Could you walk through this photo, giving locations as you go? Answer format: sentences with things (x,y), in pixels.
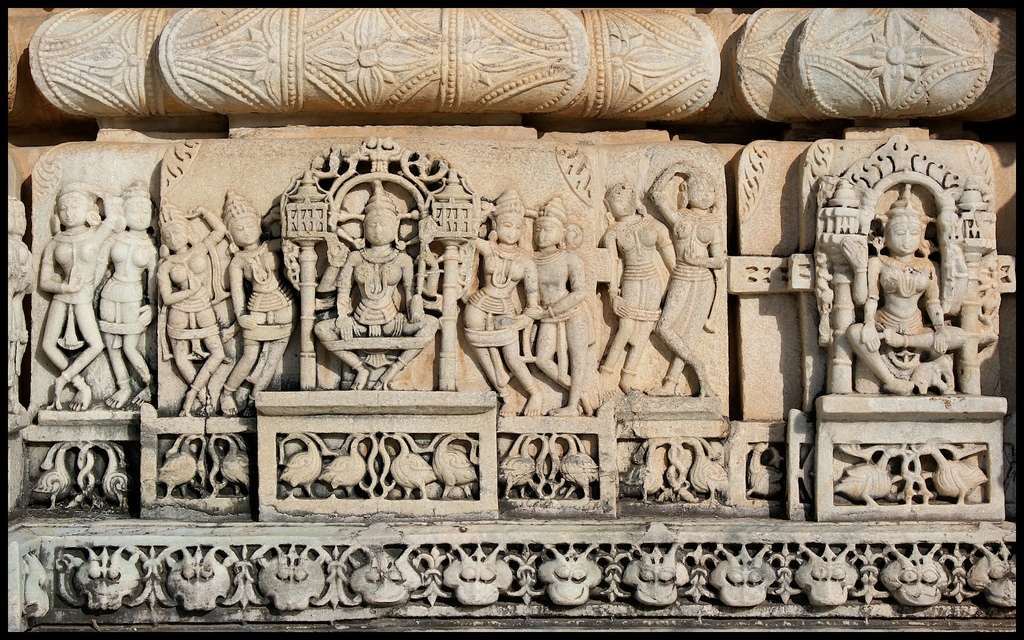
In this picture I can observe some carvings (393,339) on the wall (597,397). This wall (602,333) is in cream color. On the bottom of the picture (252,583) I can observe a design (396,576) on the wall (321,568).
